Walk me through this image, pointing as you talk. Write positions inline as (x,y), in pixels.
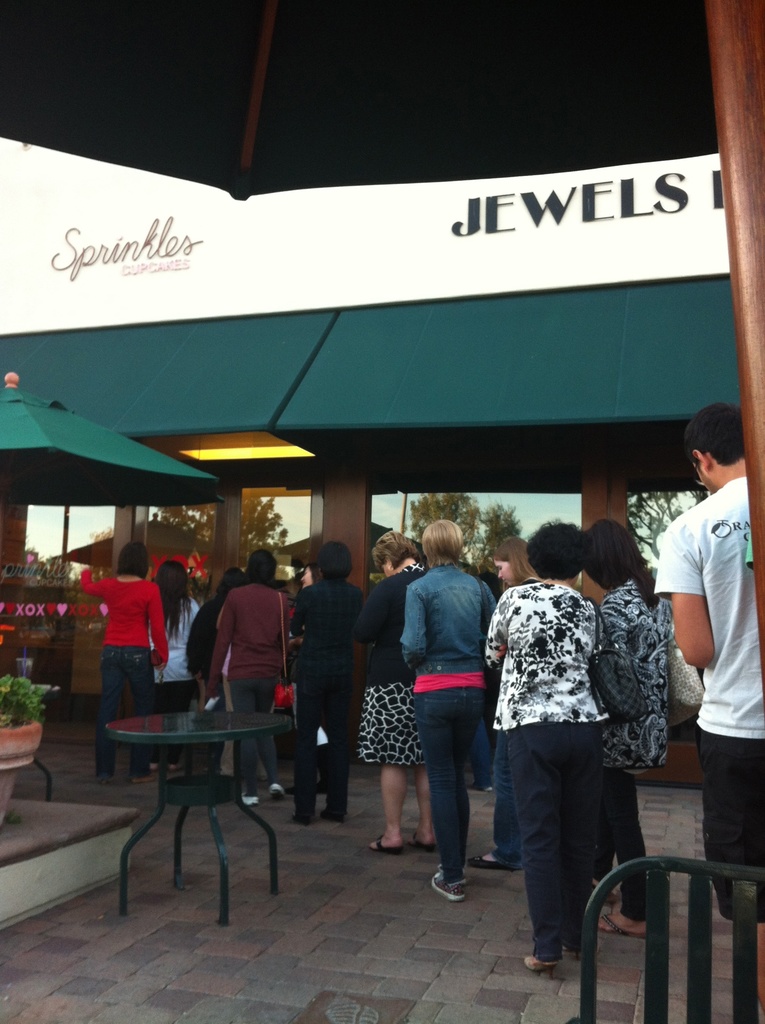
In the image there are group of people (738,566) who are standing. On left side (250,723) there is a table (238,721) and we can also see a plants (30,701) and flower pot (26,732) on left side (23,730). On right side (694,995) we can see a chair (704,993) in middle (498,524) there is a door (256,503), trees (441,499) and sky (294,511) on top.
